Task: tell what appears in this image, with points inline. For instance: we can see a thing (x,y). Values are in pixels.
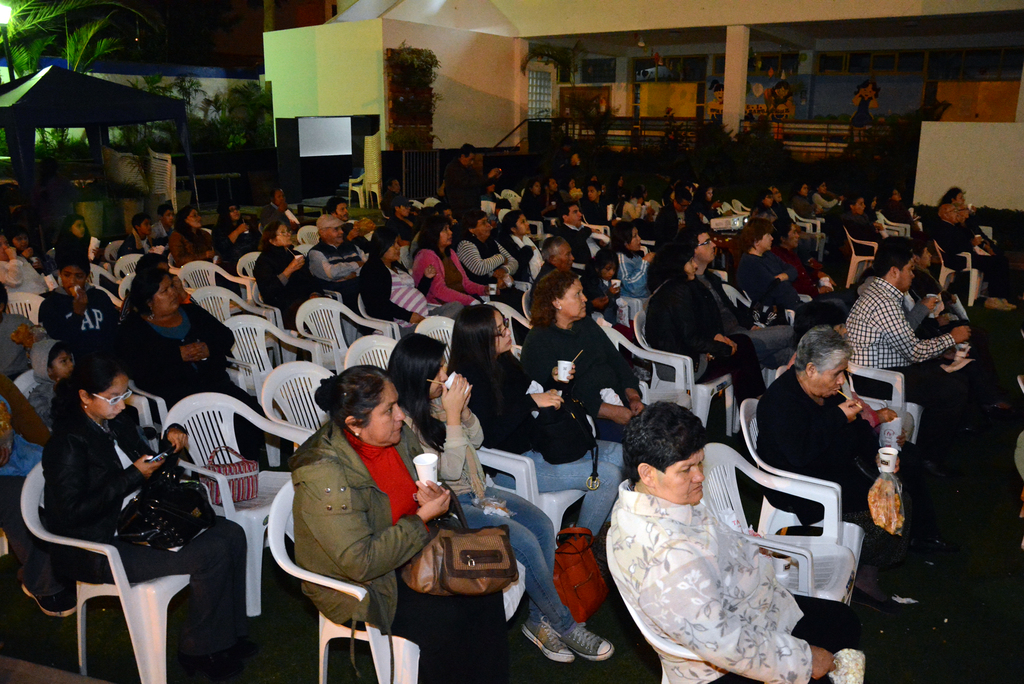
In this image we can see many people (775,432) are sitting on the chairs (780,479) and among them few persons (643,525) are holding glasses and objects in their hands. In the background (875,158) we can see plants (58,13), board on the stand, pictures (751,102) on the wall (804,97), welded mesh wire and objects (108,102).
